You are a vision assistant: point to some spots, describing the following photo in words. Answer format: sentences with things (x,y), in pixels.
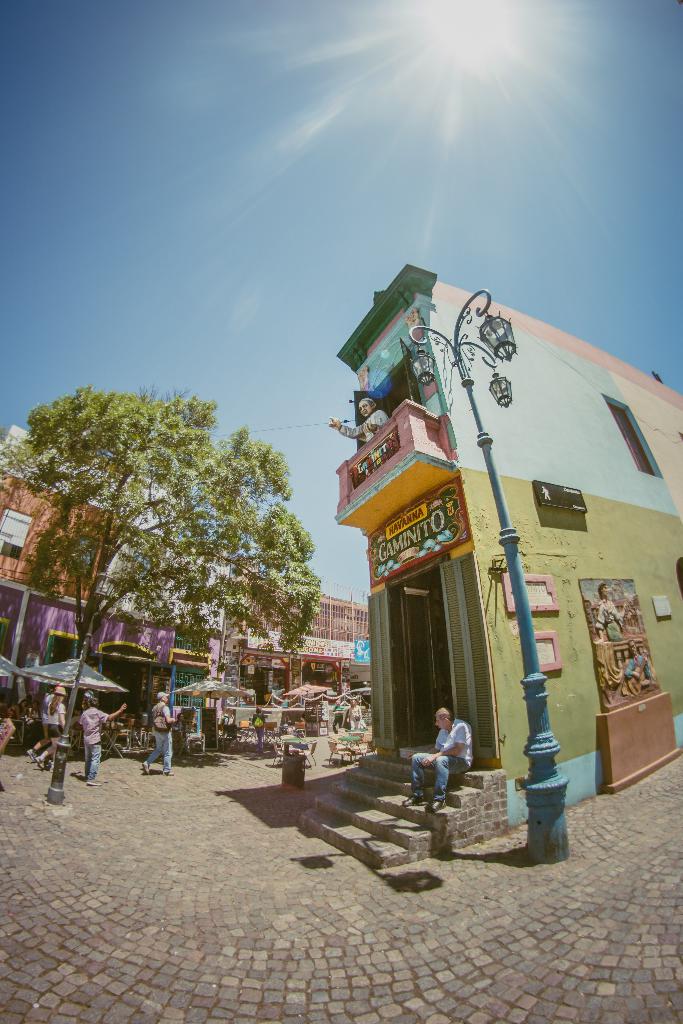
In this picture there are people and we can see statue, boards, tree (33,561), poles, lights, buildings (120,667), patio umbrellas (200,692) and objects (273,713). In the background of the image (212,203) we can see the sky (208,221).
